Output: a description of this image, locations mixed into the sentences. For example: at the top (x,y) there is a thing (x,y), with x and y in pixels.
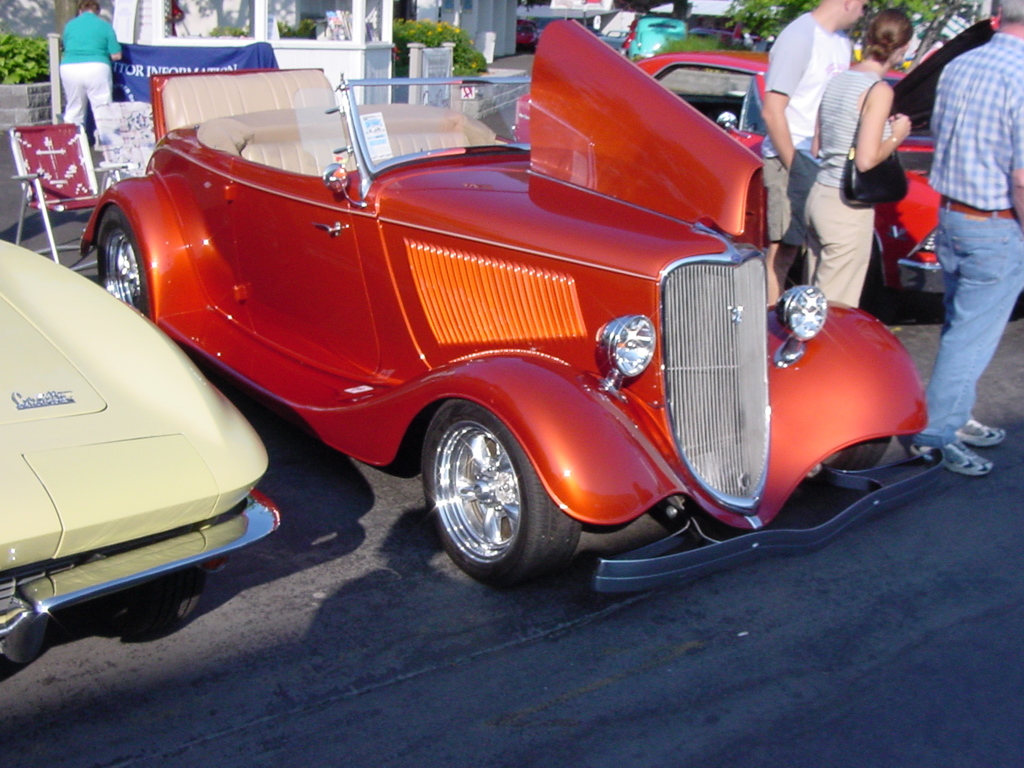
In this image, we can see few vehicles (117,461) and people (778,101). At the bottom (515,633), there is a road (420,659). Background (27,128) we can see chairs (11,139), banners (233,64), plants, pillars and some objects (173,17).
